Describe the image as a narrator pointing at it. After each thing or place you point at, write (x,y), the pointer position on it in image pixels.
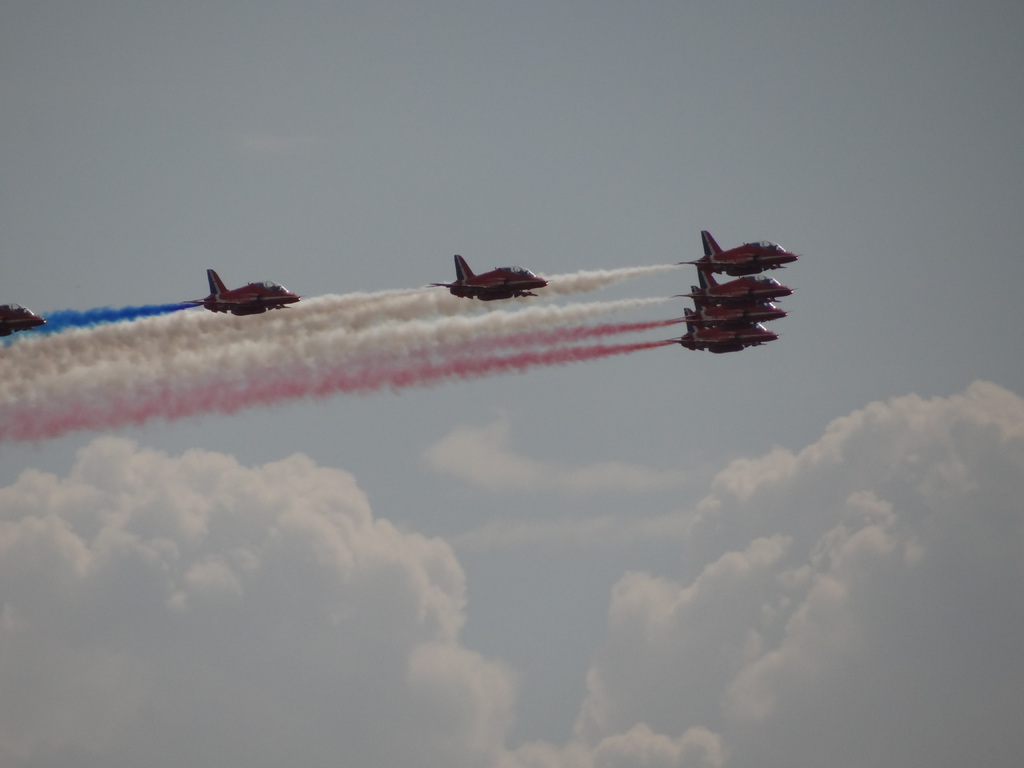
Here we can see airplanes (237,298) flying in the air (58,289). In the background (637,551) there is sky (673,514) with clouds (836,610).
